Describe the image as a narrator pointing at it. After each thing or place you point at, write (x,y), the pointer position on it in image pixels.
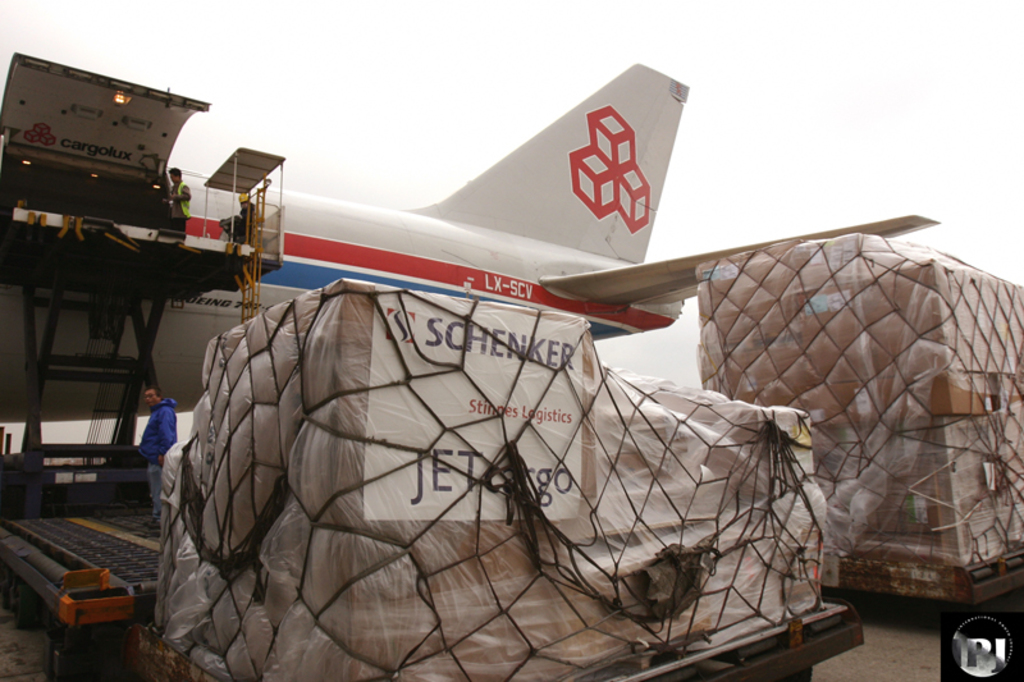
There are few objects (693,498) and there is a plane (343,239) and few persons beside it.
